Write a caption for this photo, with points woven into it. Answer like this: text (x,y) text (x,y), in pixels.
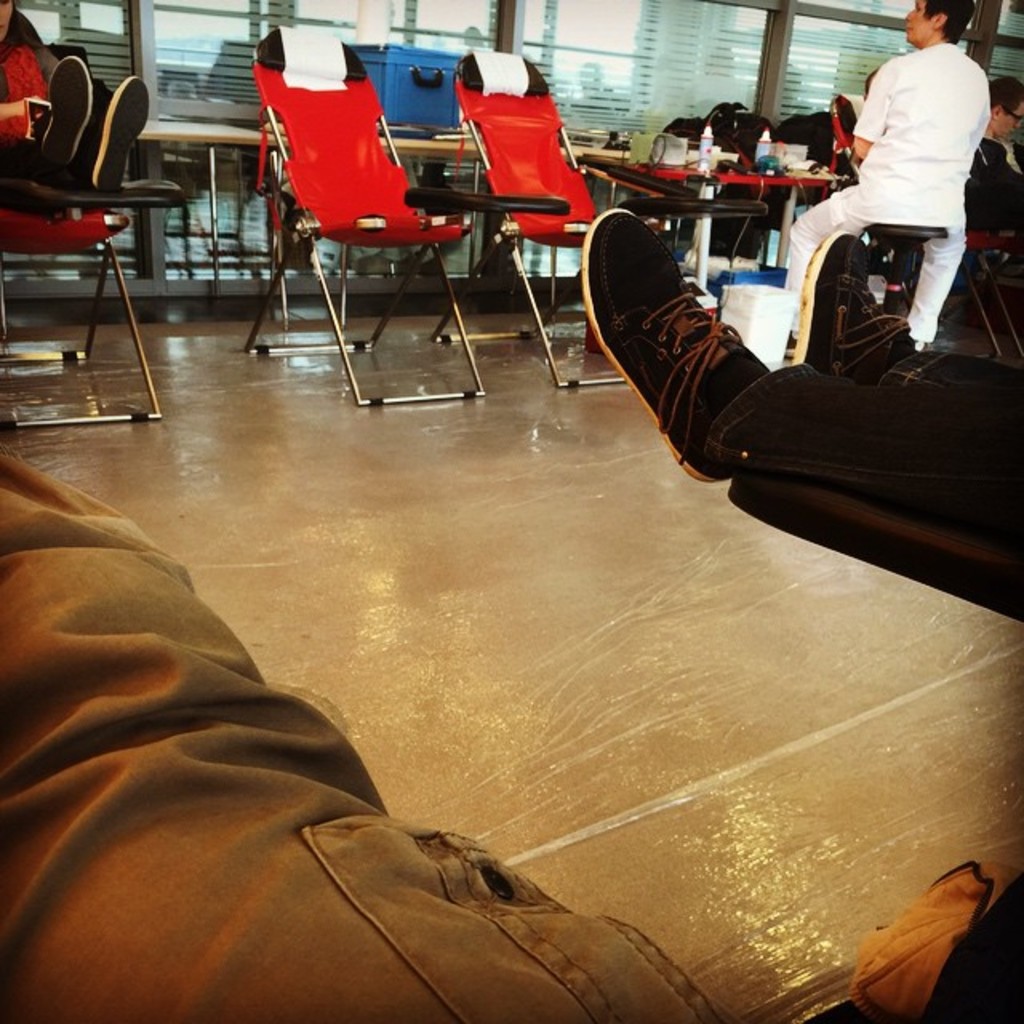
In this image we can see persons legs (822,400), persons (933,149), tables (789,216), chairs (342,244), windows (157,153) and floor (339,469).
